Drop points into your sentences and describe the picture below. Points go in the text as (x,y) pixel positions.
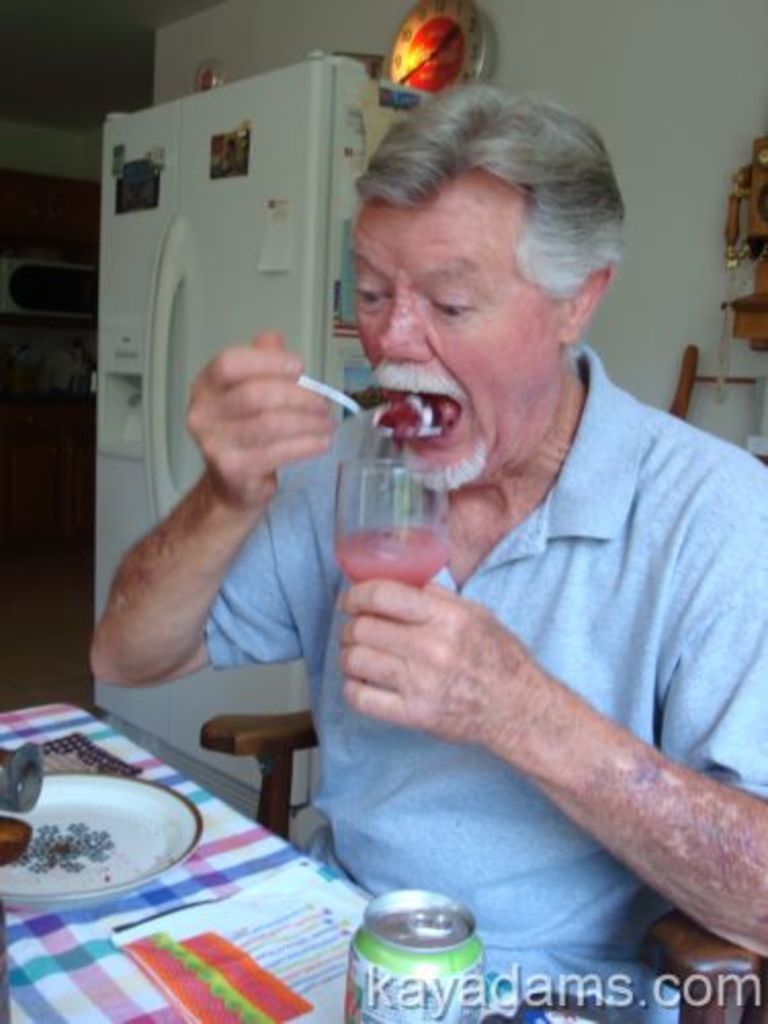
In a picture we can find a man (485,316) sitting on a chair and having something with a spoon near the table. On the table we can find plate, tin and a paper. In the background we can find a fridge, a wall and a clock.
